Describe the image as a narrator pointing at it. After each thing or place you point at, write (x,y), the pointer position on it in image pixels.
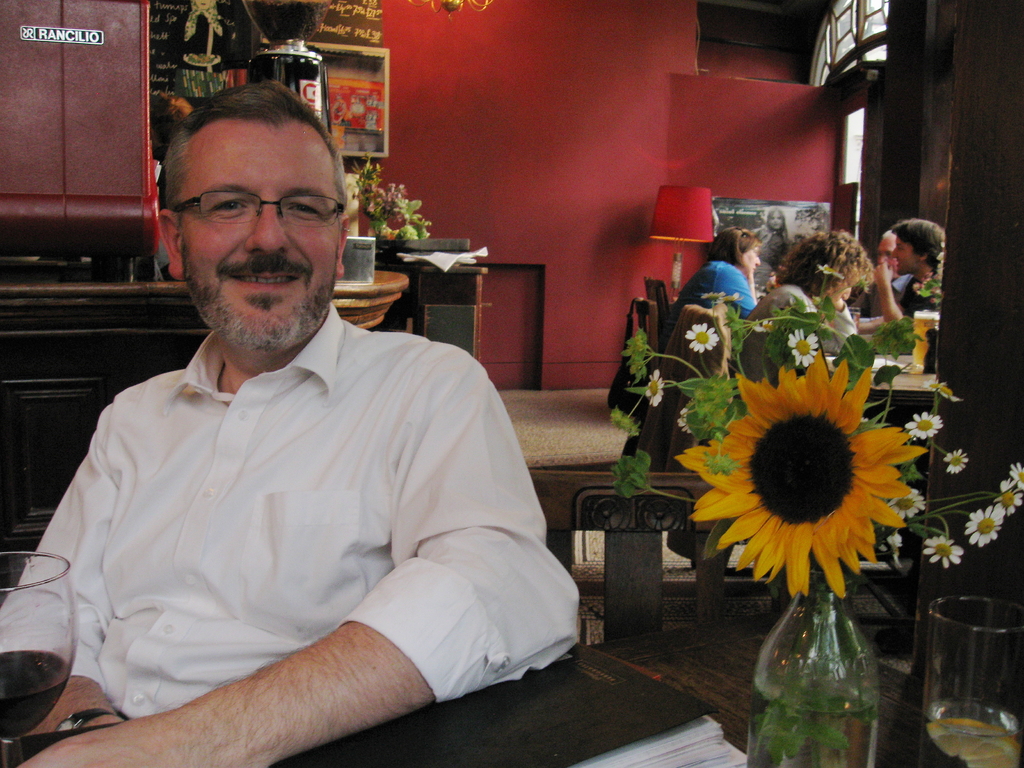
In this image, group of people (457,548) are sat on the chair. Left side (328,434) person (290,381) is wearing glasses (307,222) and he is smiling. In-front of him, we can see a table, few items (559,717) are placed on it. The backside, we can see desk (97,289), cupboards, few items (373,161) and banners (344,91), box (349,88), door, lamp (675,224) and wall door (752,173) we can see on right side (866,188).
